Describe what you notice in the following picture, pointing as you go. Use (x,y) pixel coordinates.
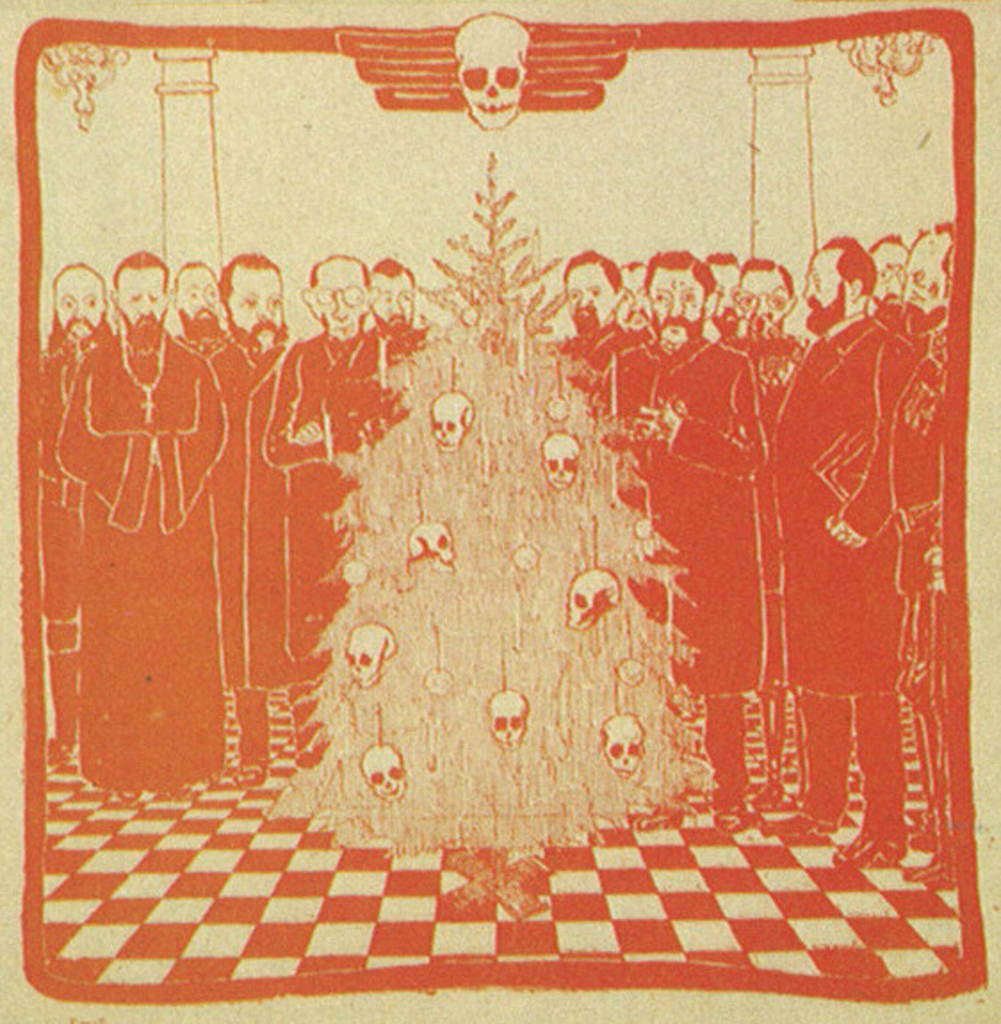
This image consists of a poster (578,896) with a few images (240,368) of men (699,393) standing on the floor (167,822) and there is a tree (475,746) with a few skulls (571,459) on it.
